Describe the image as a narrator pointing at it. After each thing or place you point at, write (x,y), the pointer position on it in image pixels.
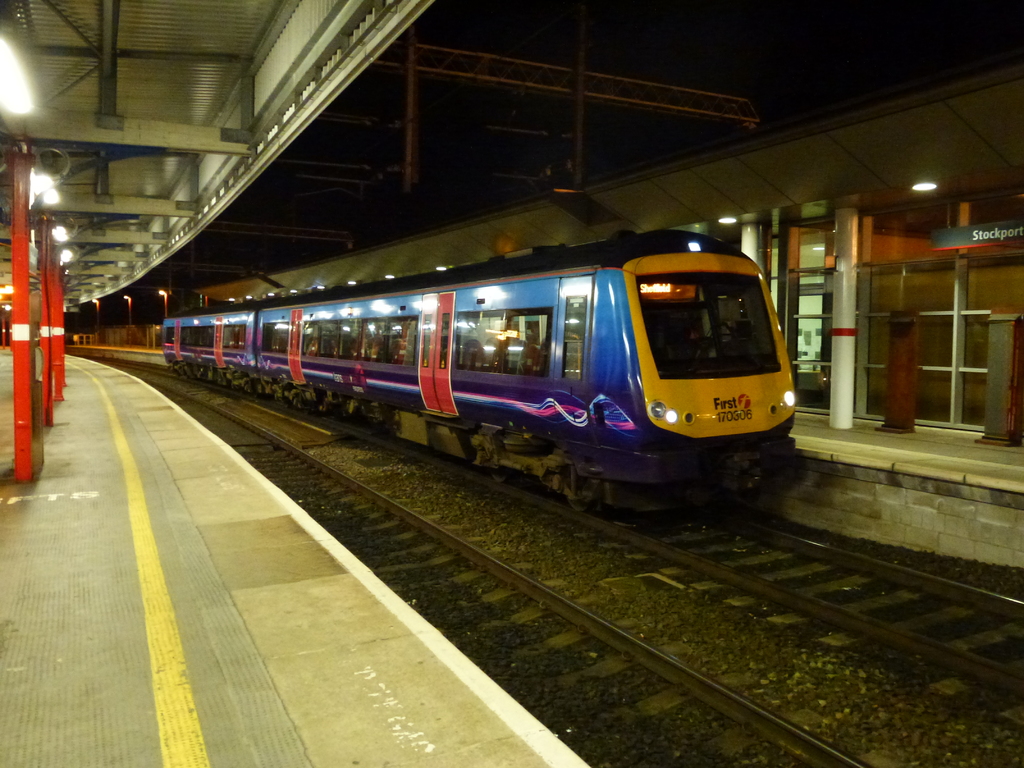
In the picture there is a train (404,287) on the track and the platforms (48,558) around the train (655,422) are empty.
